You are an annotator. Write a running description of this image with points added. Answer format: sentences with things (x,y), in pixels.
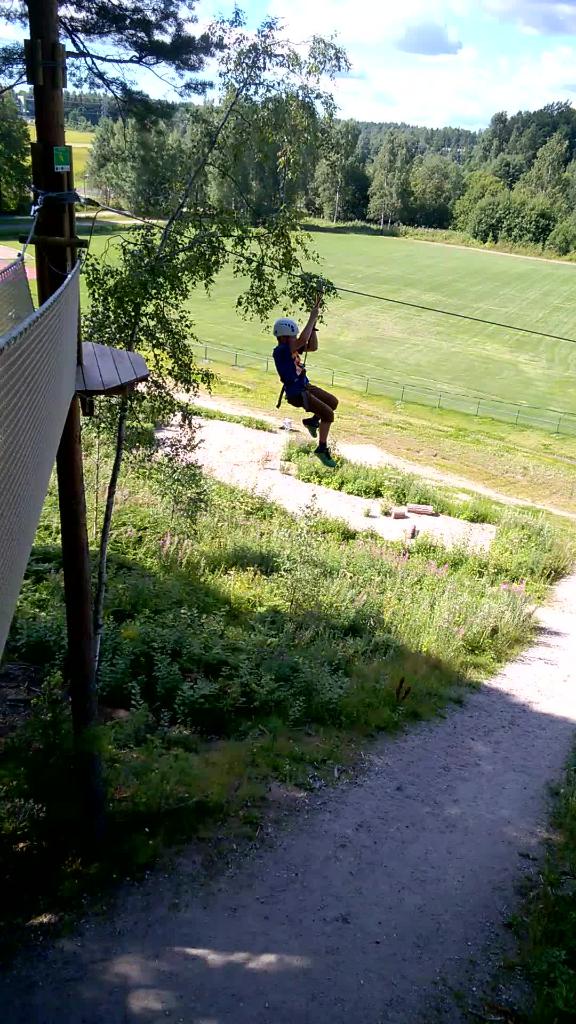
In this picture we can see grass (303,618), plants (357,612) on the ground (415,520), here we can see a person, pole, fence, some objects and in the background (458,59) we can see trees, sky (453,6).
